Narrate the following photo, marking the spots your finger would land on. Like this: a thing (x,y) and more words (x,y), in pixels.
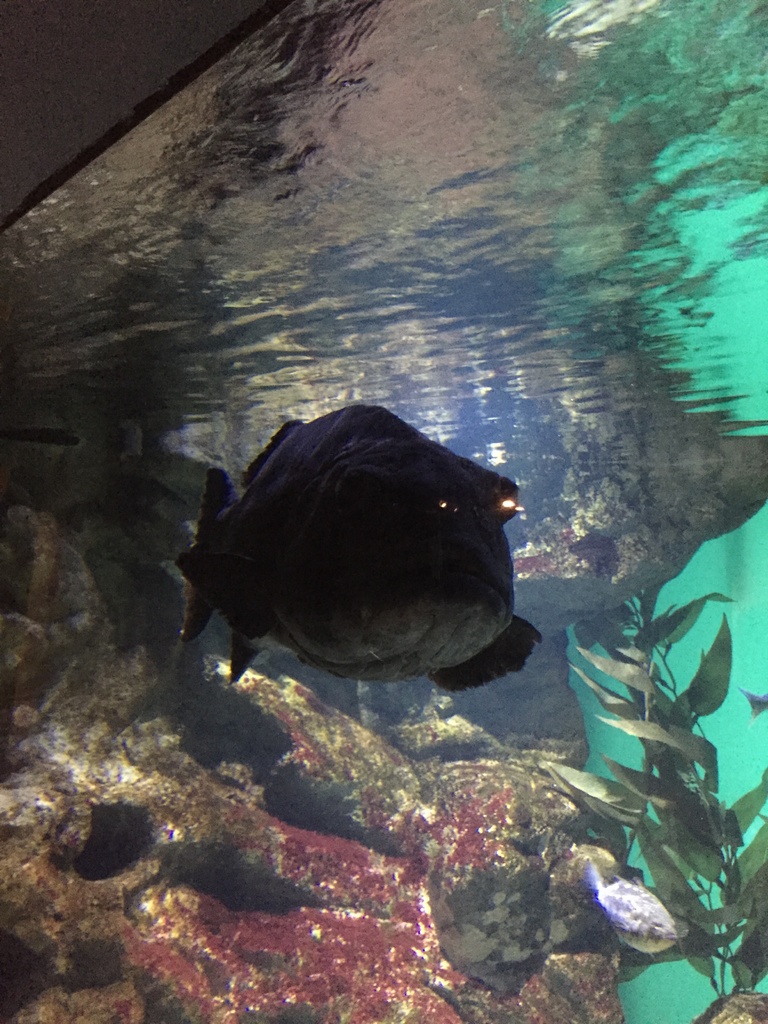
In this image there are a few fishes (303,573) swimming inside an aquarium (196,463).
